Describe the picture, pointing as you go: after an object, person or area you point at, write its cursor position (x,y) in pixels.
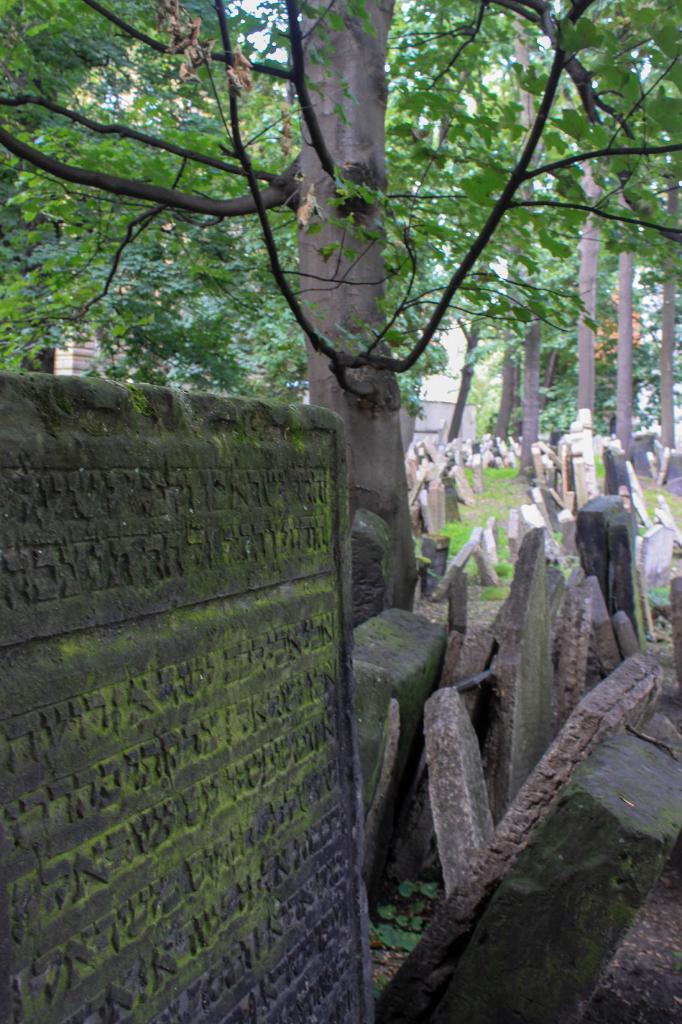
In the image I can see some cemeteries (408,461), wall (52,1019) and some trees (364,339) and plants (557,276) around.
